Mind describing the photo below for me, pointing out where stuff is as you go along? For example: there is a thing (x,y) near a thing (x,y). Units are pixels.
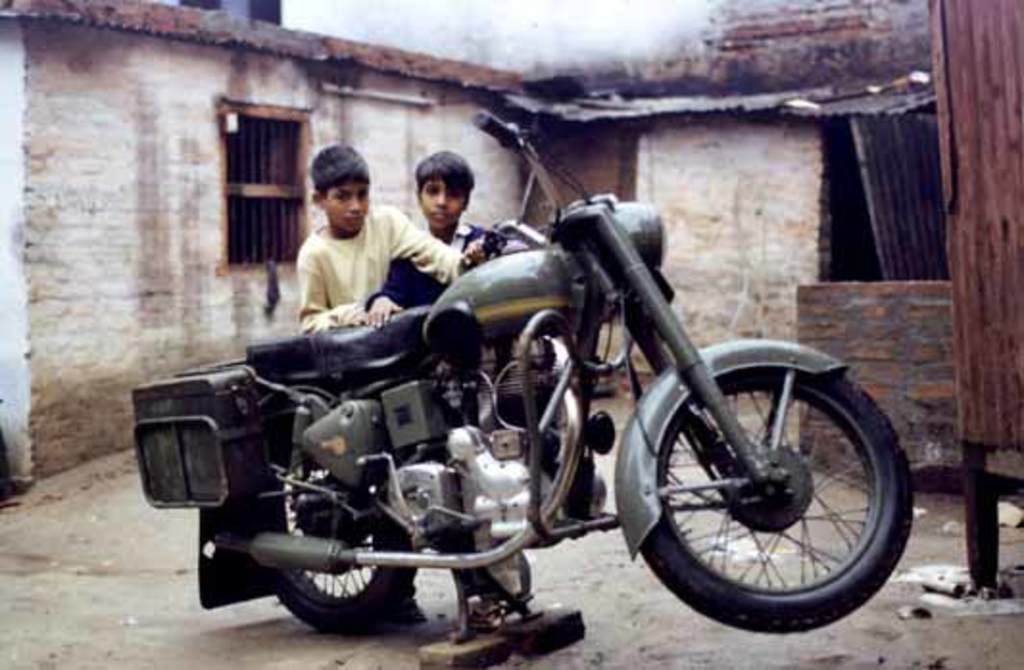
In the center of the image (360,369) we can see a bike (382,362) and two kids (437,288) are standing. In the background (404,184) there is a wall (197,197), window (249,178) and a few other objects (971,54).
